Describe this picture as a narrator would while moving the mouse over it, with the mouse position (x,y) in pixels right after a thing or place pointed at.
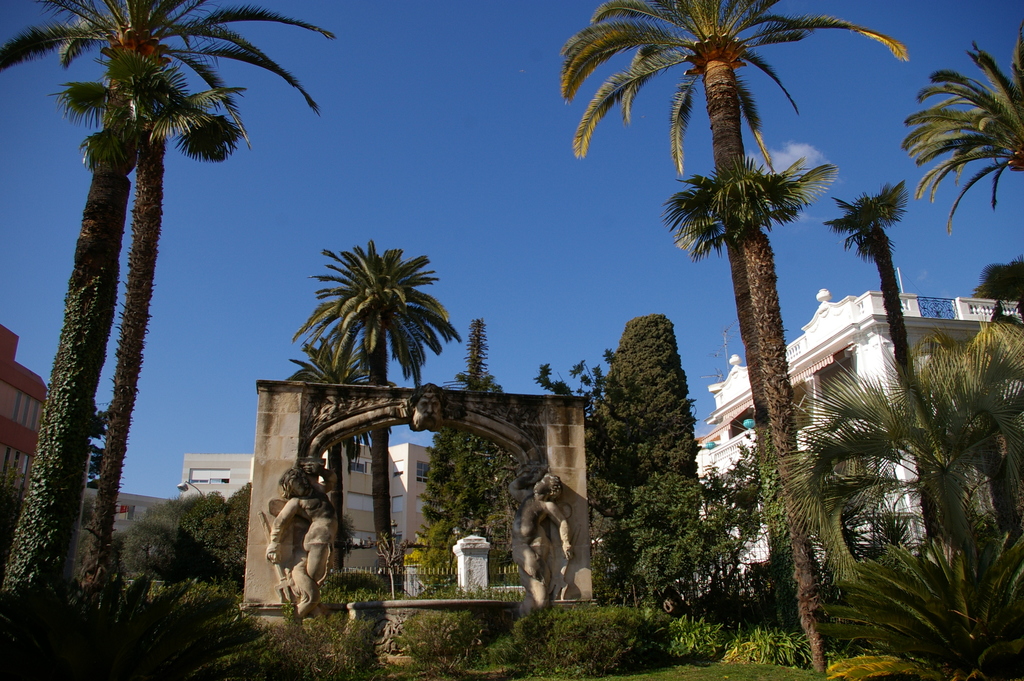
In this image, there are plants (703,565), trees (785,621), grass (739,670) and an arch (543,463) with sculptures (322,459). In the background (386,526), there are buildings (406,518), trees (218,531), fence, railings (976,297), light pole (186,489) and the sky (303,261).
